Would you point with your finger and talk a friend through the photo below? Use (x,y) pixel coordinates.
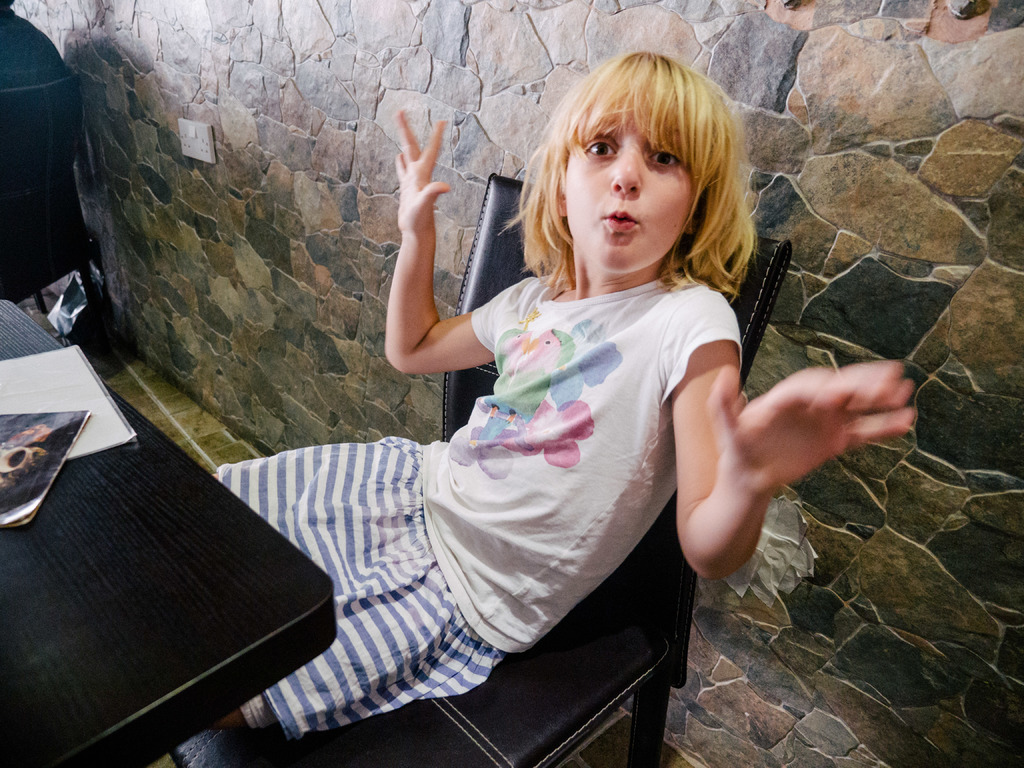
In this image we can see the kid (585,432) sitting on the chair (560,686) in front of the table (118,535) and on the table (14,639) we can see a book (48,424) and also the paper (69,378). In the background (292,132) we can see the wall (904,210), switch board (199,133) and also a person (28,50) sitting on the chair (65,204).
